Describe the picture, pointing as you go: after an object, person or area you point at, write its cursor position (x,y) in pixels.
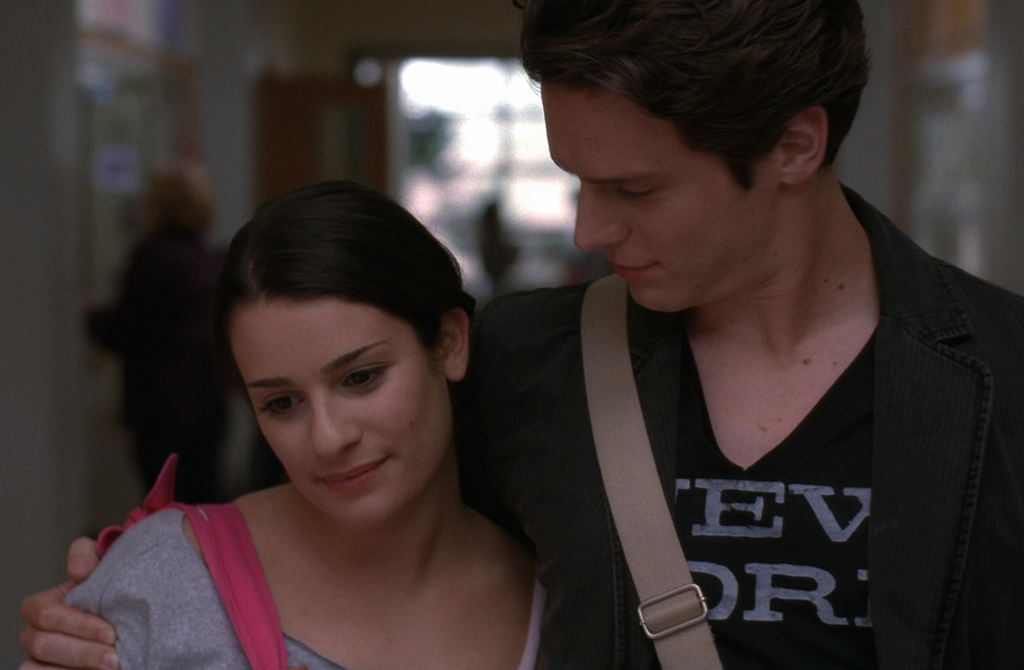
In this image I can see two persons (395,468) in the front (523,518) and I can see both of them are carrying bags (677,612). On the right side of the image (952,419) I can see one of them is wearing the black colour dress (818,549) and on the left side (317,525) I can see one of them is wearing a grey colour dress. In the background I can see few more people (165,191) and I can also see this image is blurry in the background (364,180).
